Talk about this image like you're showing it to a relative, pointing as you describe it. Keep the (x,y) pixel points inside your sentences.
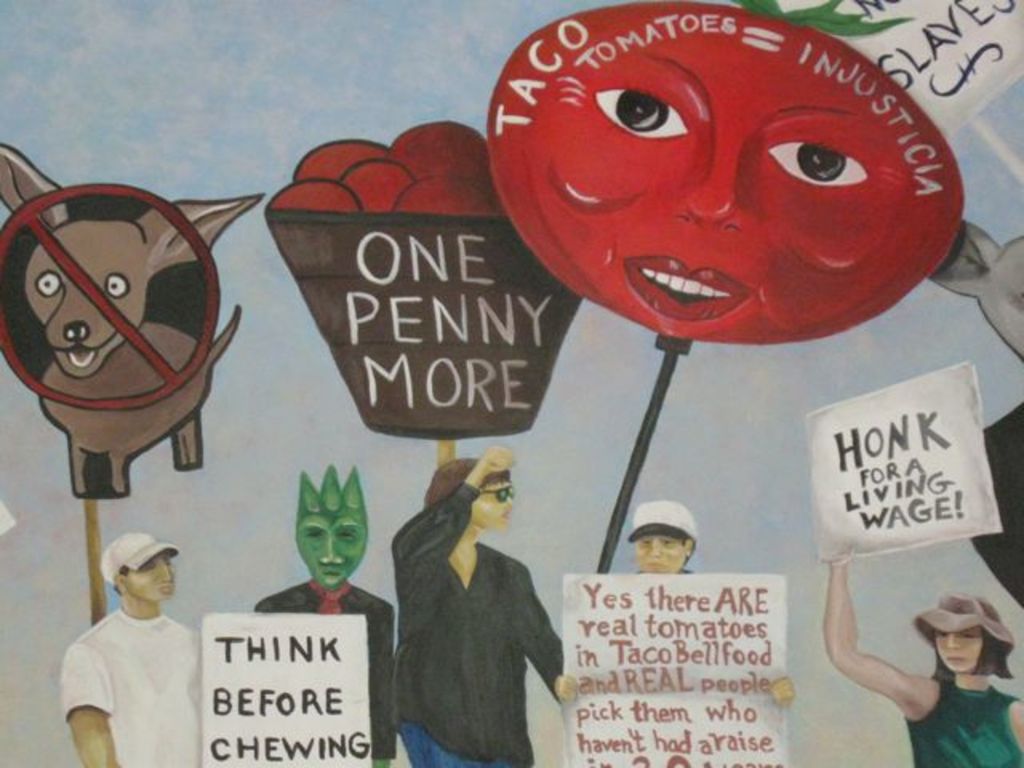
In the image we can see there is a painting (532,486) on the wall (17,591), there are people (537,629) standing and holding banners (719,670) in their hand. Behind there are sign boards (365,373) and placards (534,257) and on the placard (534,257) it's written ¨ONE PENNY MORE¨.
